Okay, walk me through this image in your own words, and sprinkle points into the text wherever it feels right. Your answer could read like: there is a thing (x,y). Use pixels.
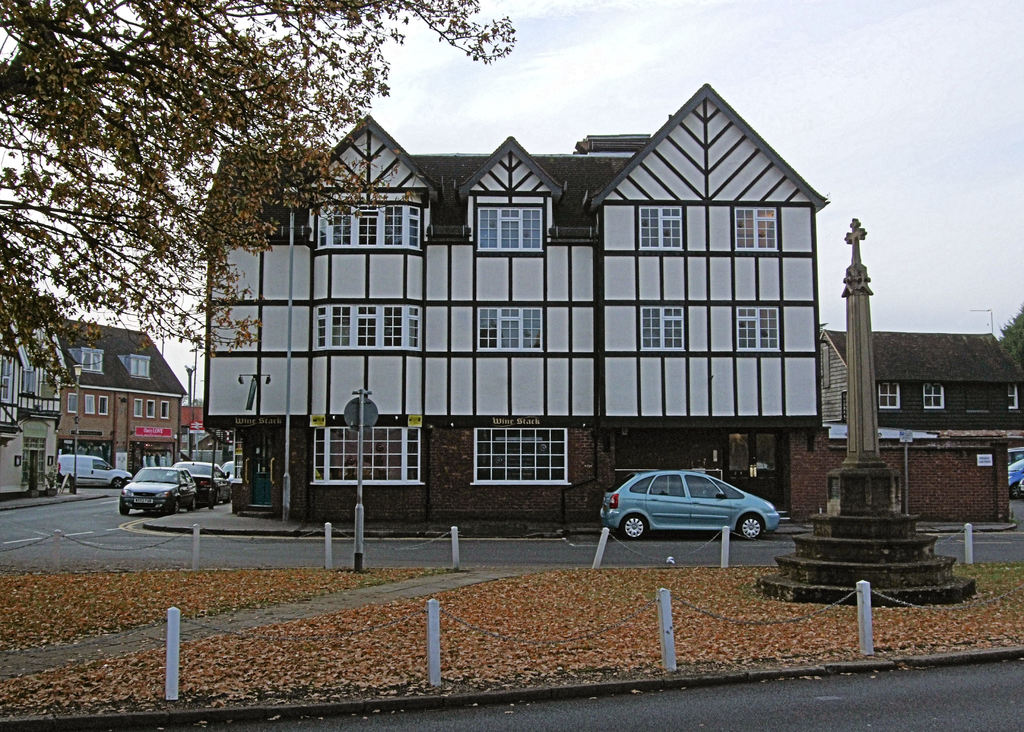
This image is taken outdoors. At the top of the image (418,86) there is the sky (804,73) with clouds (855,137). At the bottom of the image (721,696) there is a road (349,722) and there are many dry leaves (169,585) on the grass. In the background (366,356) there are a few buildings (132,401) with walls (321,378), windows (373,322), doors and roofs (983,349). There are a few trees (1010,332). A few cars (204,468) are parked on the road (121,497) and there are a few poles (180,430). In the middle of the image (649,473) a car (671,509) is parked on the road (686,544). On the right side of the image (1014,480) a car (1013,461) is parked on the road (1013,533) and there is a statue (859,497) of a cross symbol (850,241).
